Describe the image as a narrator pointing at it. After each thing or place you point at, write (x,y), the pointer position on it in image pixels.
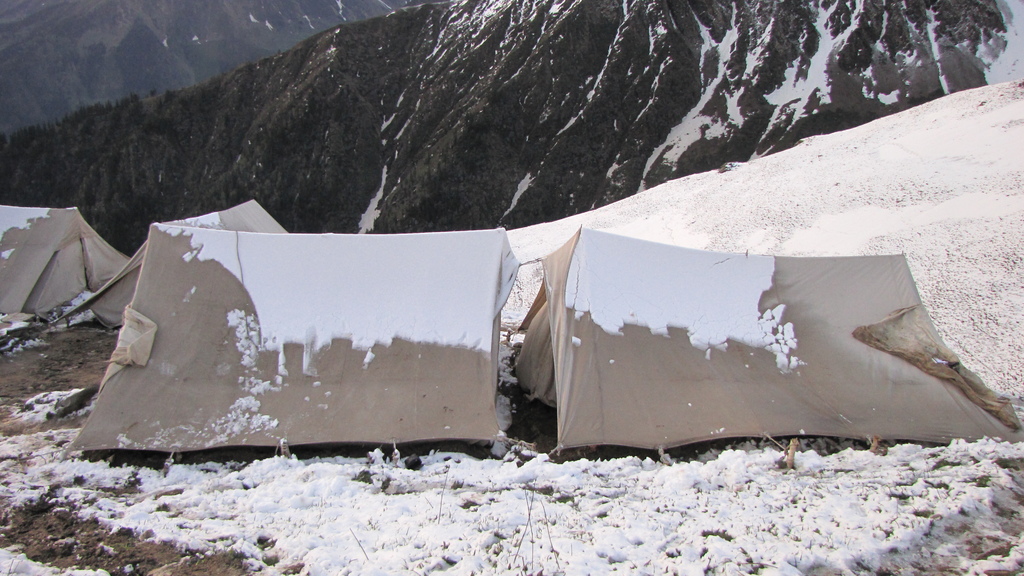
In this image in the center (626,338) there are some tents (299,343), at the bottom (343,500) there is snow (624,495). In the background (374,88) there are some mountains (137,196) and snow (692,192).
